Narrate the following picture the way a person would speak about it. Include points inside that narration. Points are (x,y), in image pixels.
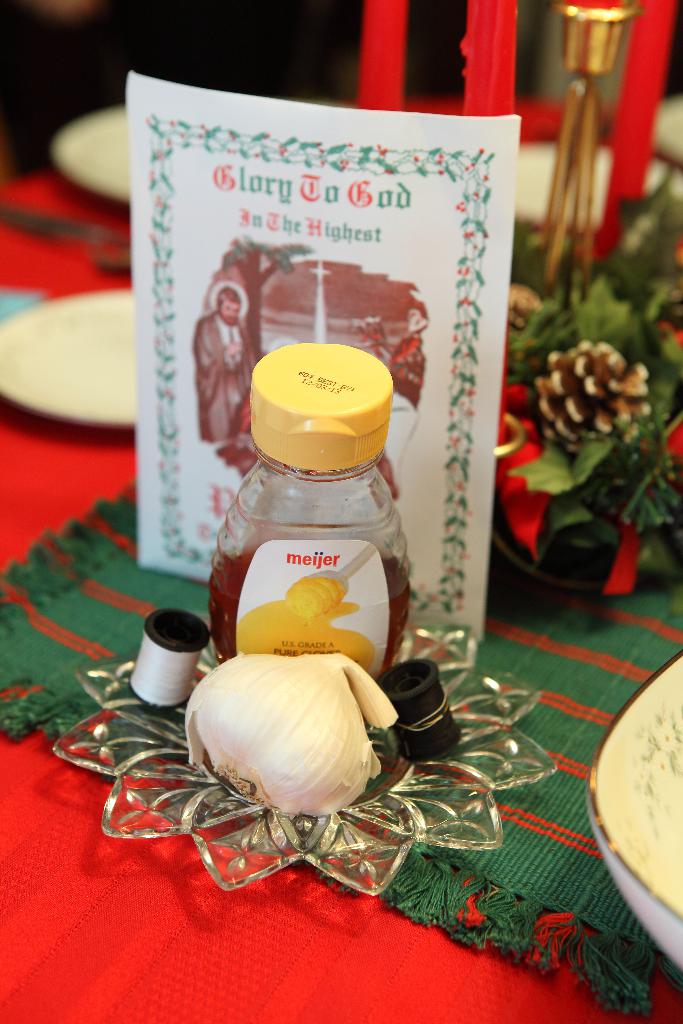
In this image there is a bowl (614,825) in the bottom right corner of this image (659,863), and there is a bottle (309,611) and a white color paper (454,399) is in the middle of this image (237,420). There are some flowers (531,473) on the right side of this image (672,448), and there are some white color plates (104,334) on the left side of this image (56,353). There are some other objects (253,834) as we can see in the bottom of this image (284,711).
